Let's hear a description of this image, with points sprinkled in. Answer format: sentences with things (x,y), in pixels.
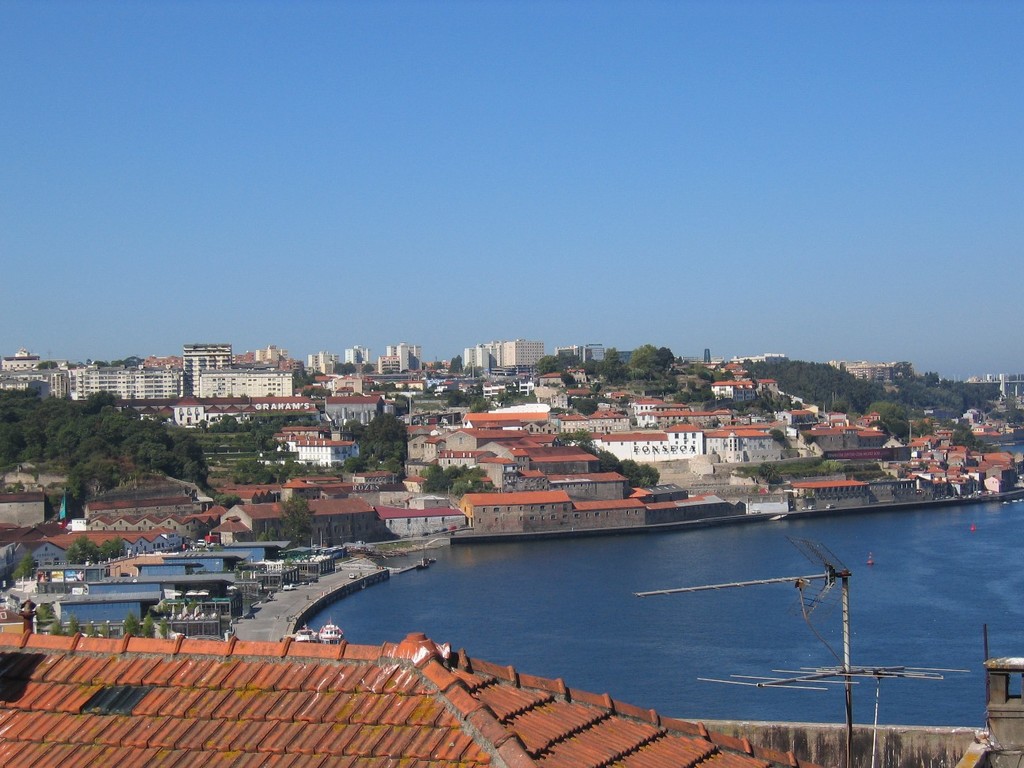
In this image I can see few buildings (520,499), windows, trees (584,445), poles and few boats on water surface (458,596). I can see the sky (435,250).
